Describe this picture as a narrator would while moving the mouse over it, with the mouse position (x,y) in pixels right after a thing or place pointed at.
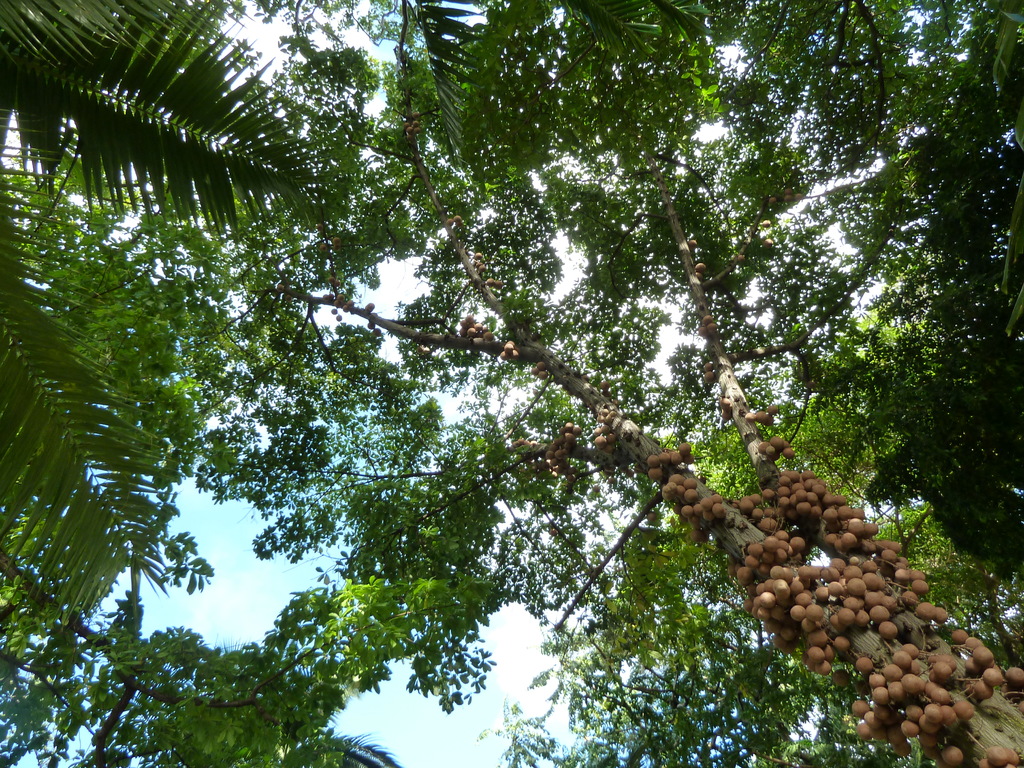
In this image there are some fruits (836,643) at the trunk (858,640) of the tree (644,87) also there are some trees (640,484) around.
